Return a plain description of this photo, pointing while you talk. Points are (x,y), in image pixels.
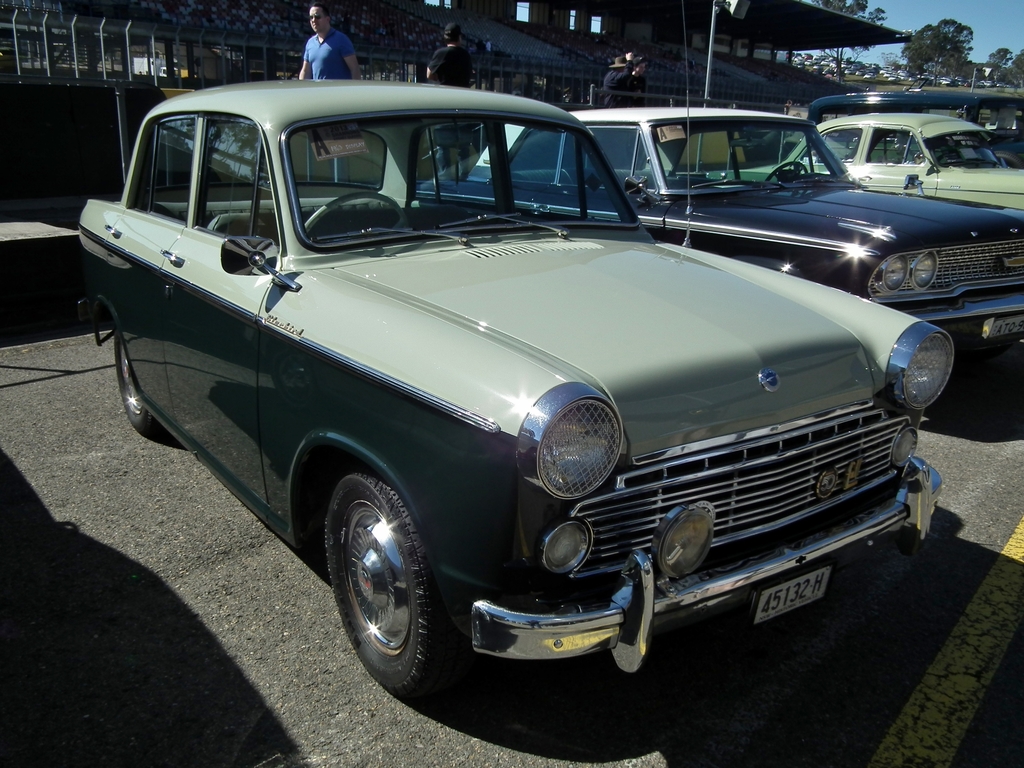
In this image we can see these cars (552,487) are parked on the road (803,706). In the background (608,14), we can see these people (335,75) are walking on the sidewalk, we can see fence (537,73), buildings (610,34), trees (915,40) and the sky (935,13).
